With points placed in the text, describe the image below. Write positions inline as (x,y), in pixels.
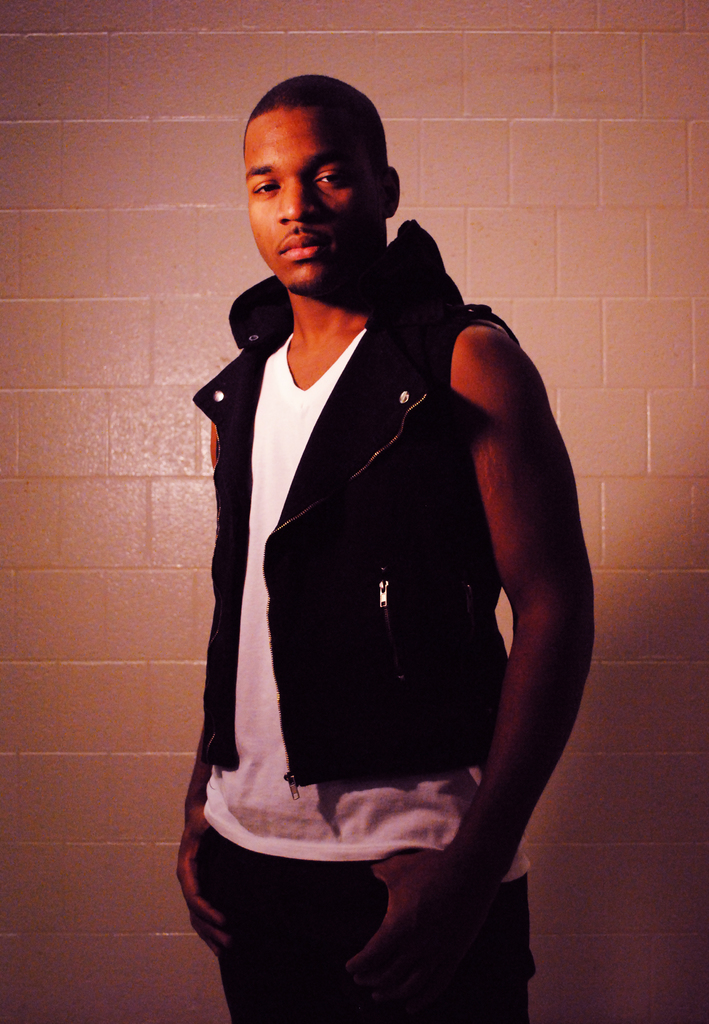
In the image there is a man (293,513) standing in front of a wall (461,235) and posing for the photo, he is wearing a black jacket (272,648).
